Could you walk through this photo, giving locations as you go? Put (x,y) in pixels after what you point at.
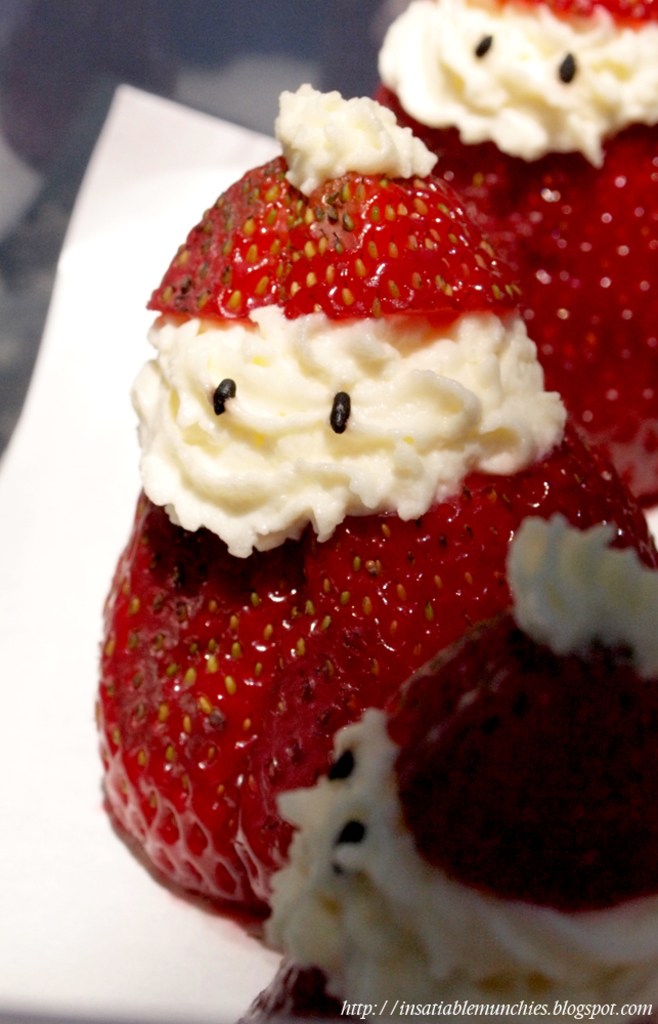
On the right side of the image (510,62) there are strawberries (352,567) with cream (338,439). And there is a white surface (63,856). In the bottom right corner of the image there is a link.
